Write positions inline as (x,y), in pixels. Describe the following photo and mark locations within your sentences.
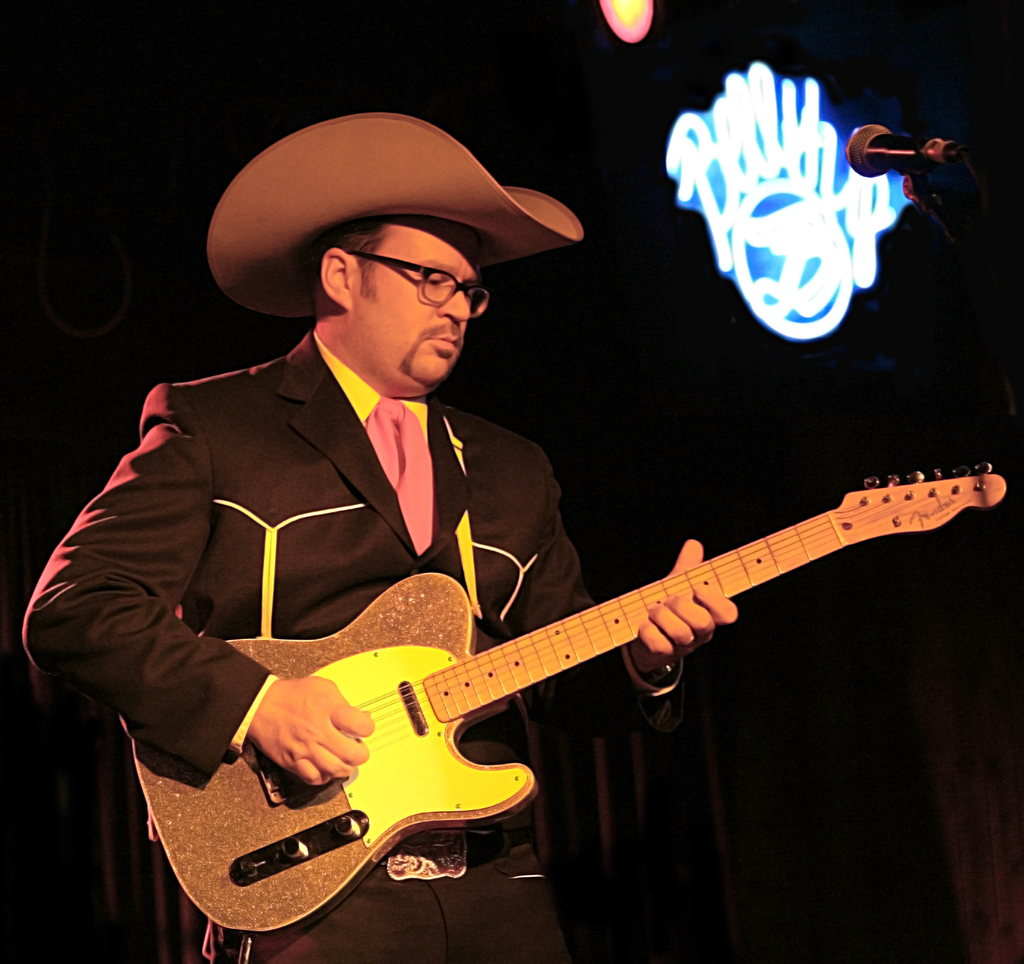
A man (302,153) is playing a guitar (643,610) wearing a hat (458,176).
